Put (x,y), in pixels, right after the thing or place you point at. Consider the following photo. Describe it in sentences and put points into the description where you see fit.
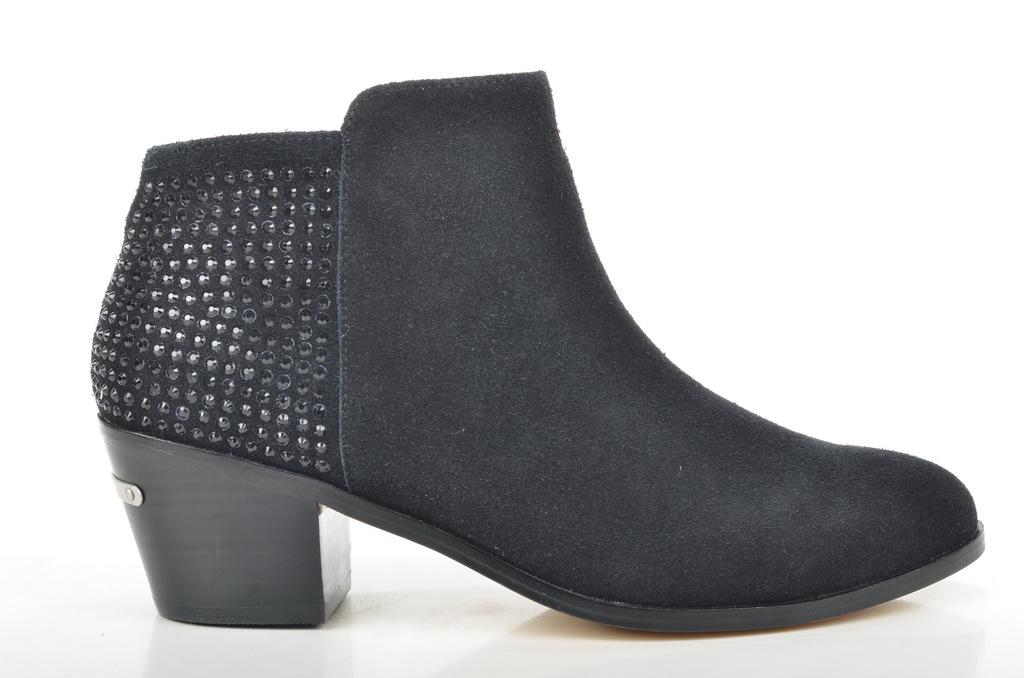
In this picture I can see a footwear (211,565).
